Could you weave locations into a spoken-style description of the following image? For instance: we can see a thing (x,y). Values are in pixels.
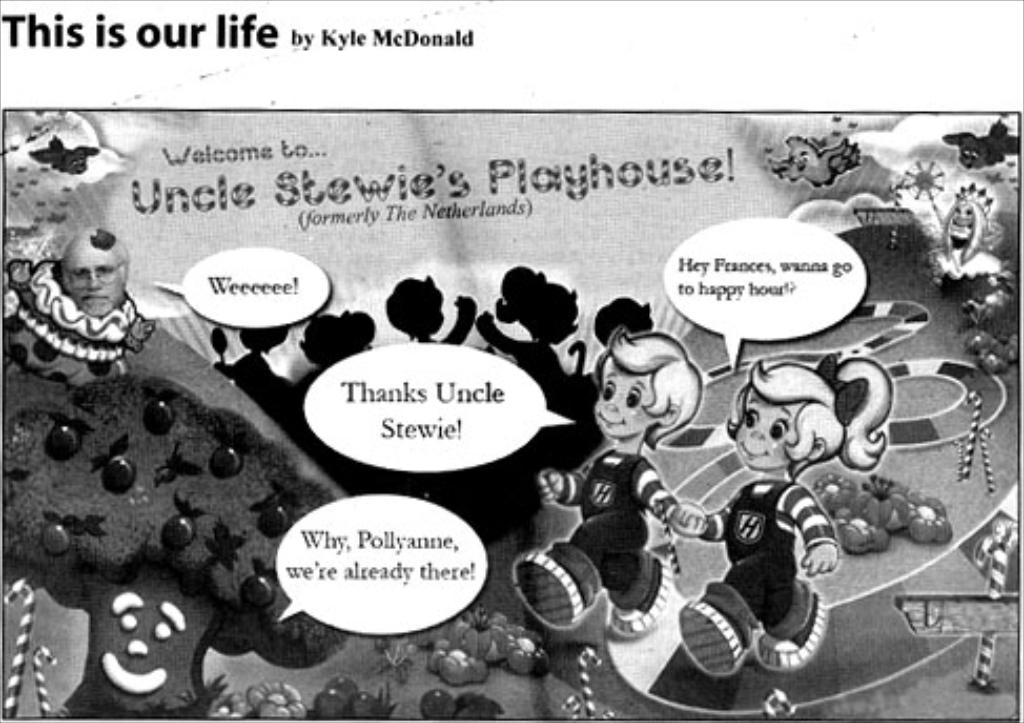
This is the picture of a poster (244,336) where we can see some cartoon images (227,574) are there and there are two children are walking and there are trees (201,576) with fruits (340,679) and flowers (512,634). In this poster (308,343) we can also see a cartoon image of a person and there is some text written on it.
